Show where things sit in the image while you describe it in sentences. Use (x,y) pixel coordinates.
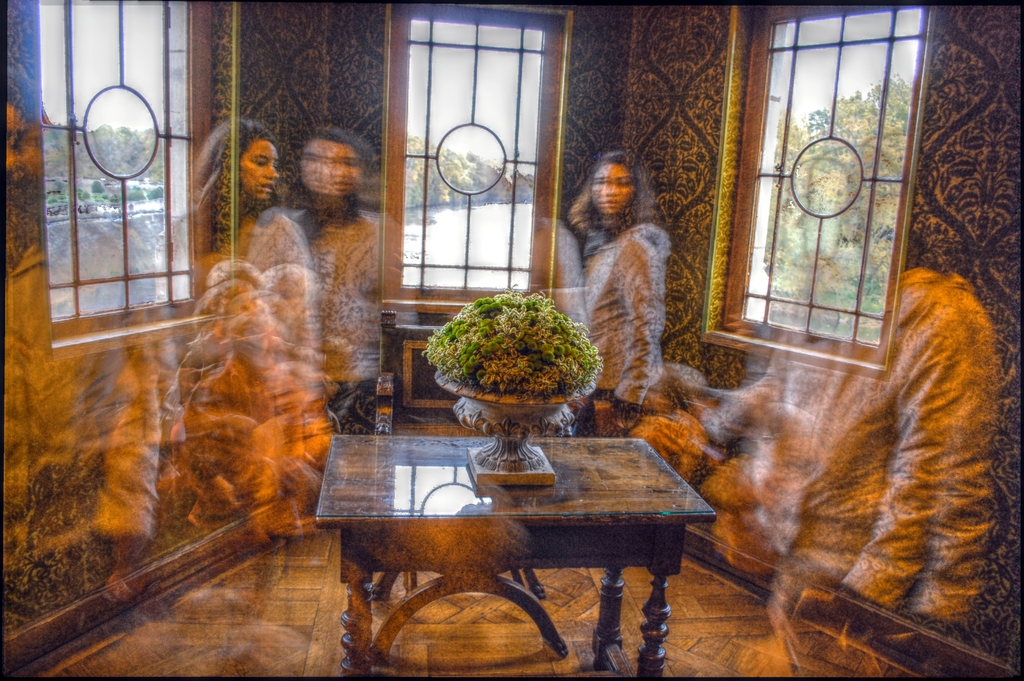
A picture inside of a room (443,472). On this table (450,470) there is a plant (531,365). This woman (588,319) is standing. Outside of this window (885,214) we can able to see trees (801,212). This is a freshwater river (476,246).
